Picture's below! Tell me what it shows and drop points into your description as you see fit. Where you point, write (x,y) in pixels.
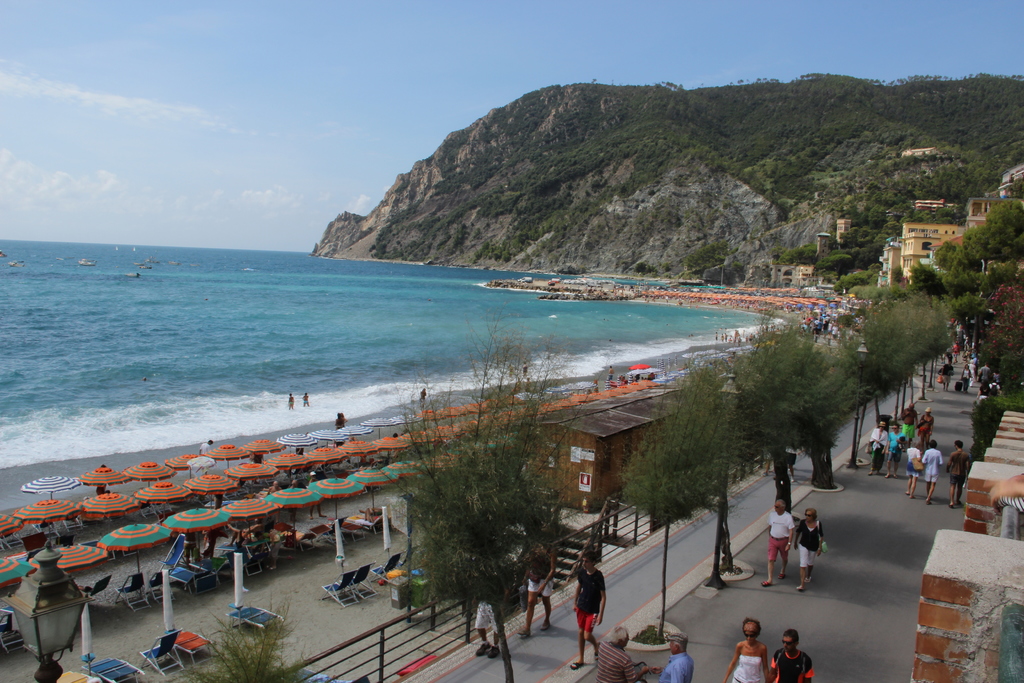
On the right side of the image (985,245) we can see trees (970,245), buildings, persons (753,636), road (735,605). On the left side of the image (91,307) there is ocean (138,305), ships (132,274), shacks (11,530), chairs (339,574) and shed (590,426). In the background (535,235) there is hill (485,258), sky (308,76) and clouds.
